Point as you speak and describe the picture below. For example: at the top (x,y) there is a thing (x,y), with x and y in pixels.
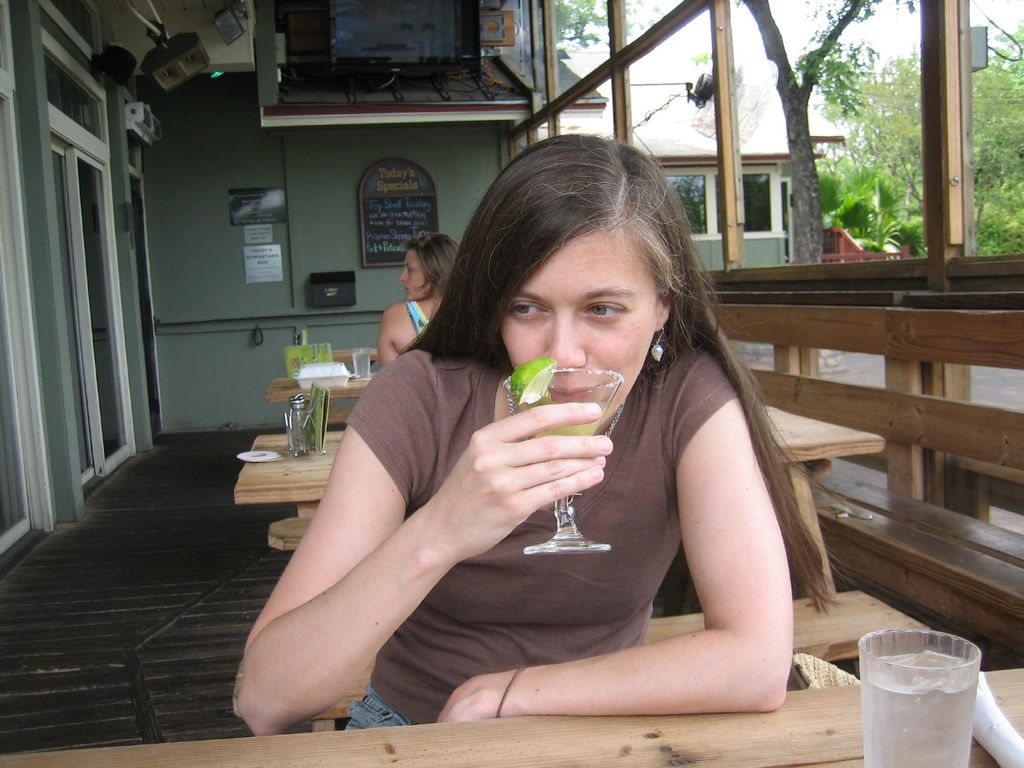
In this picture there is a girl (741,688) who is sitting at the center of the image (368,509), she is drinking the juice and there is a piece of lemon (524,388) which is placed on the glass (554,376) and there is another lady (431,317) behind the girl (461,283) at the center of the image (395,326), there are trees (780,51) at the right side of the image (897,141) and there are two doors (15,389) at the left side of the image (94,218), there is a board (419,219) at the center of the image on the wall (335,207), it seems to be a hotel (353,328), there is another house (689,170) at the right side of the image (762,242).
